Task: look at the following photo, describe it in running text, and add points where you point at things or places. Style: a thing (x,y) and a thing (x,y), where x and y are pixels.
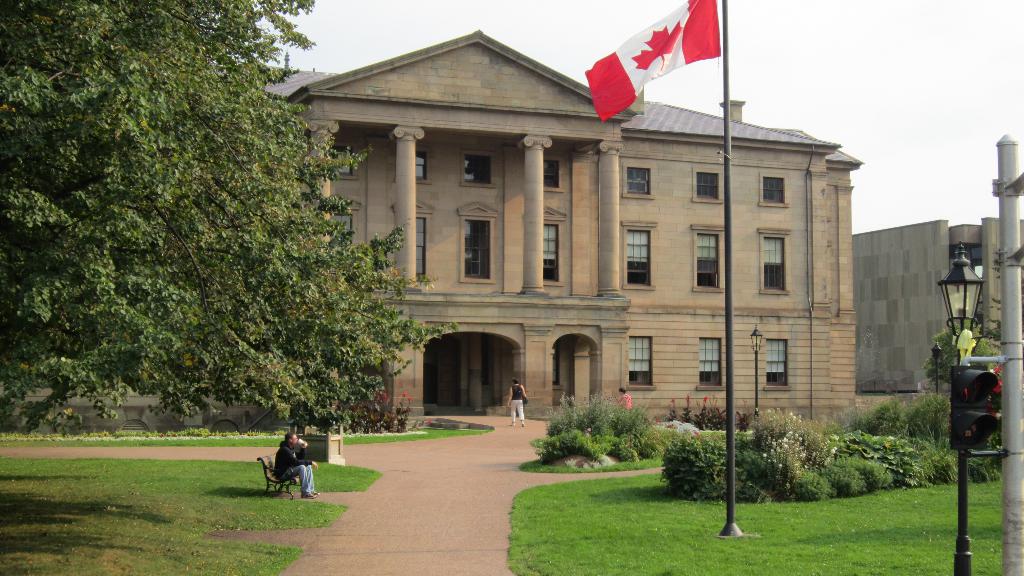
In this picture we can see three people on the ground (468,529) and one person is sitting on a bench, here we can see a flag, traffic signal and a pole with a light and in the background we can see buildings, trees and the sky (870,36).
